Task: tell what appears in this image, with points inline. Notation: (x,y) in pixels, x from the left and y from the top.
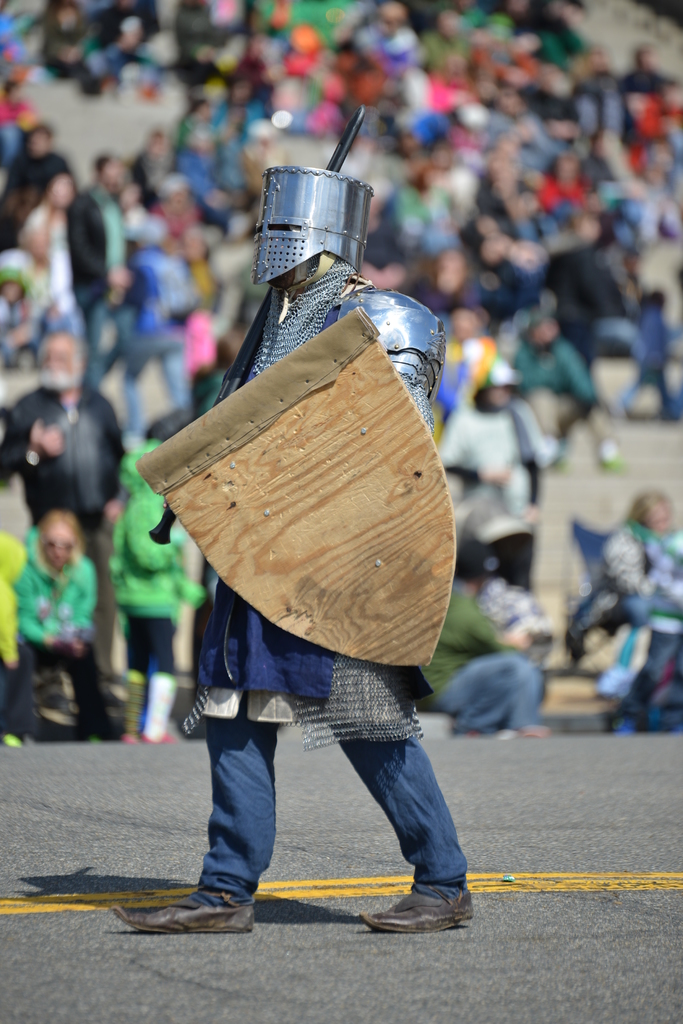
In this image we can see persons (198,232) sitting and standing on the floor (201,836). In the foreground (436,514) we can see a person (301,202) wearing armors (285,235) and holding a stick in his hands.
